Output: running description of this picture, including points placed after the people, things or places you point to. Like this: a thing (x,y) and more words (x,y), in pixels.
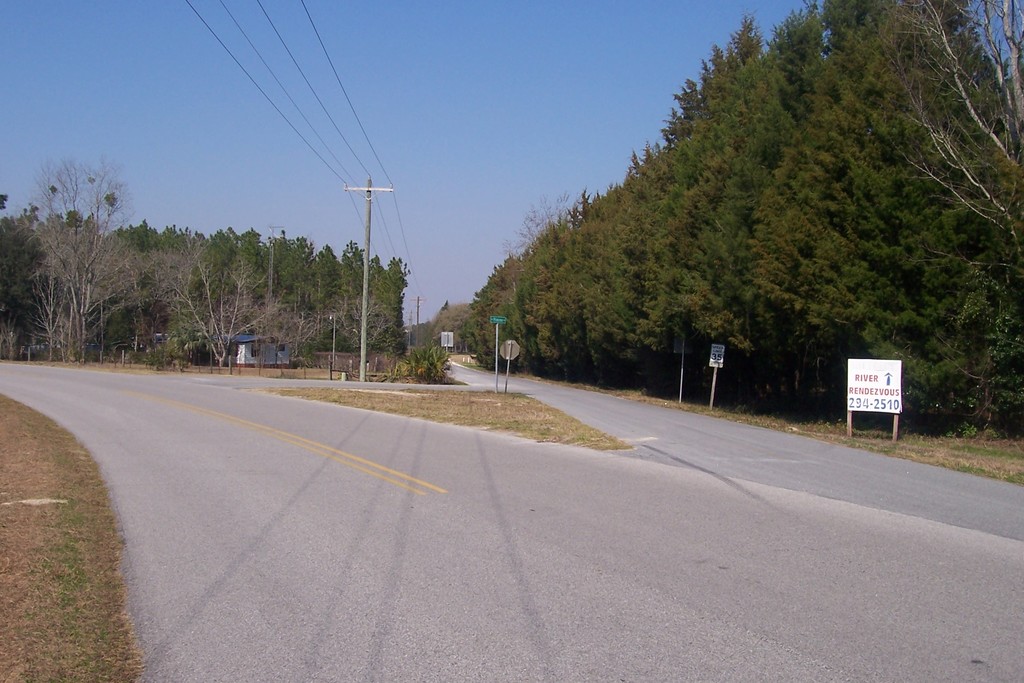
This picture is clicked outside. In the center (362,362) we can see the poles (379,189), cables (268,17) and some boards (515,351) on which we can see the text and numbers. In the foreground (250,491) we can see the road (488,573) and we can see the grass (460,403), plants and trees (644,228). In the background (589,29) there is a sky (443,39) and some houses (243,352).
